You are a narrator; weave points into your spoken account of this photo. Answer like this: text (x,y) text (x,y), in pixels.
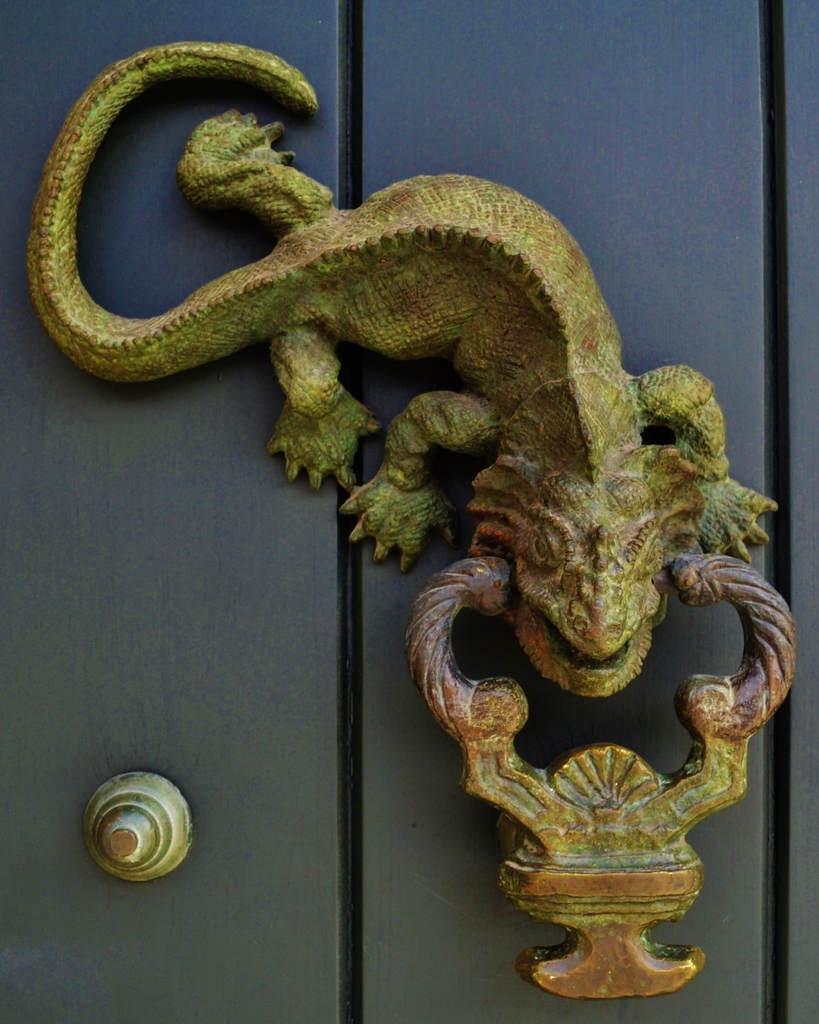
In this picture we can see sculpture (522,832) are on the wall (377,598).
